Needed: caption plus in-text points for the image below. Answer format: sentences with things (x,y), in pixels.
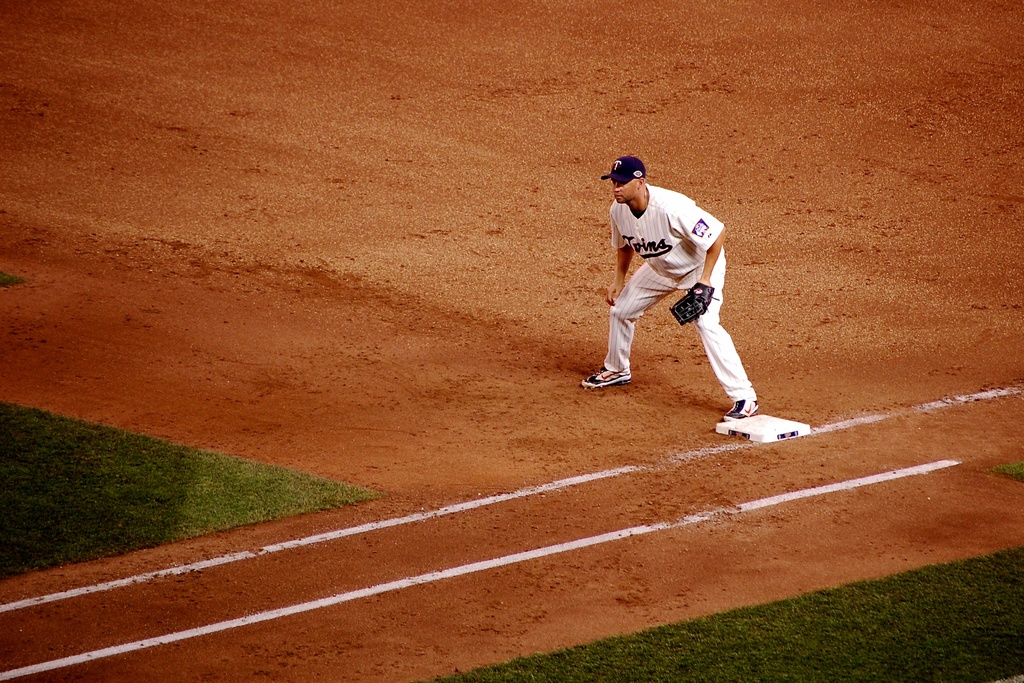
In this picture we can see a person (620,183) wearing a cap (624,169) and a glove (696,298) on his hand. He is standing on the ground (607,404). We can see some grass (259,488), white object (752,419) and a few white lines (395,585) on the ground (740,580).
